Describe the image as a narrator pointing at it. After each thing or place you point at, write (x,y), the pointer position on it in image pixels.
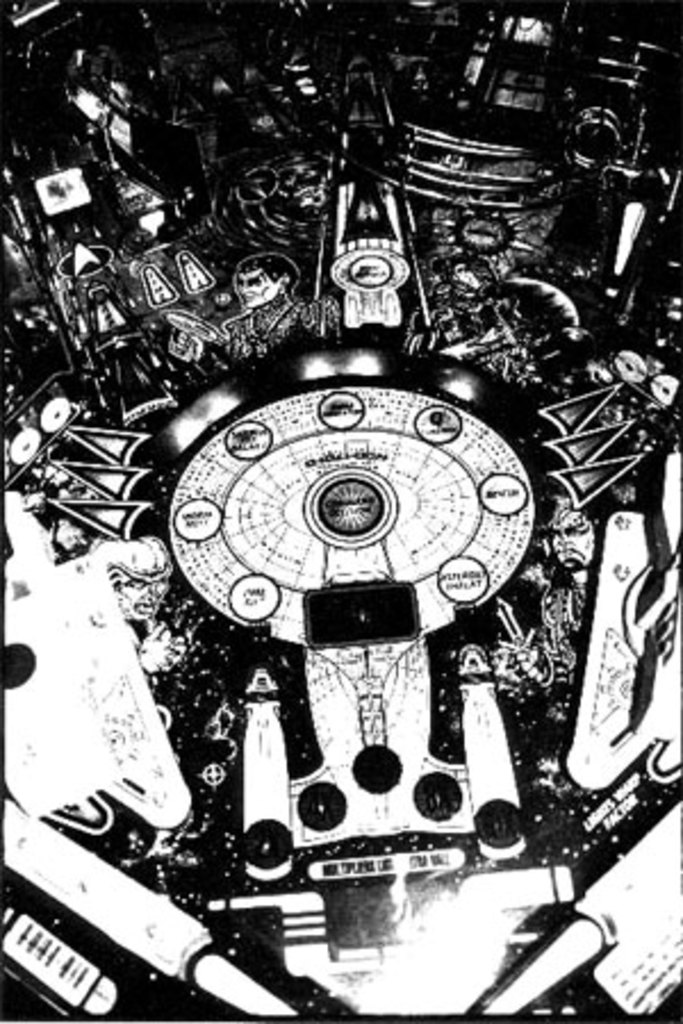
This is a black and white picture of a photo. I can see four persons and some other items (271,816) in the photo.
